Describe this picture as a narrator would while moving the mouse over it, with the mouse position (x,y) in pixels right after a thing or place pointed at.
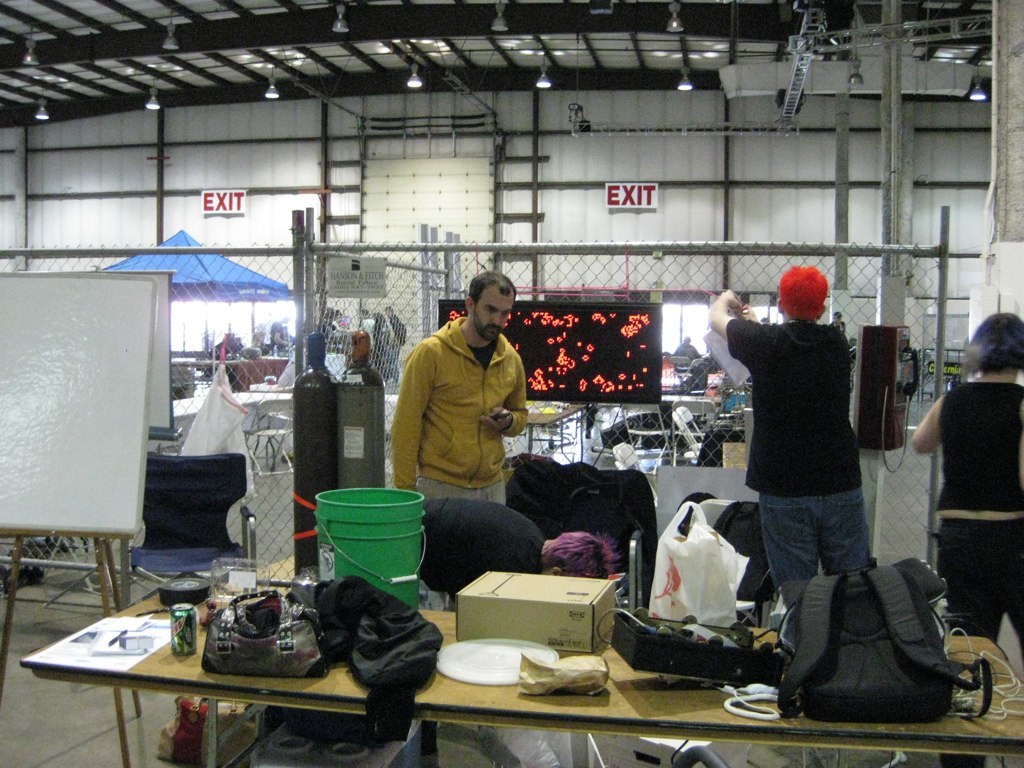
At the bottom of the image (514,711) we can see a table (191,675). On table (178,663) carton (538,604), bags (891,626), bucket (357,539), can (186,624), paper (140,644), cover (556,664) and things (360,616) are there. Behind the table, two men (783,435) and one women (962,438) are standing. And we can see cylinder (305,430), chair (237,495) and board (69,434). Background of the image (634,197) fencing (307,276) and white color wall (660,191) is there with sign boards (615,198). At the top of the image (502,30) roof (612,32) is present with lights (685,80).
